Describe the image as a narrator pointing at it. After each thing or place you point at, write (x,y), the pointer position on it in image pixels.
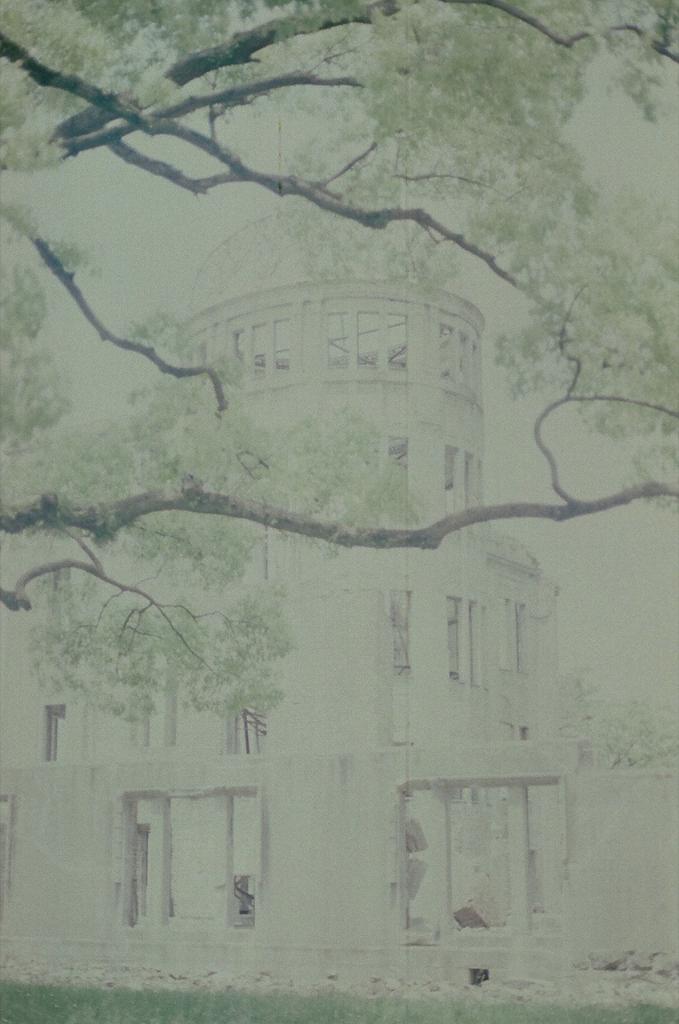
In the picture we can see the part of a tree (192,405) and from it we can see a building (52,834) with windows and on it we can see a cylindrical shaped building (467,438) with windows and beside it we can see a part of the sky (160,188).
